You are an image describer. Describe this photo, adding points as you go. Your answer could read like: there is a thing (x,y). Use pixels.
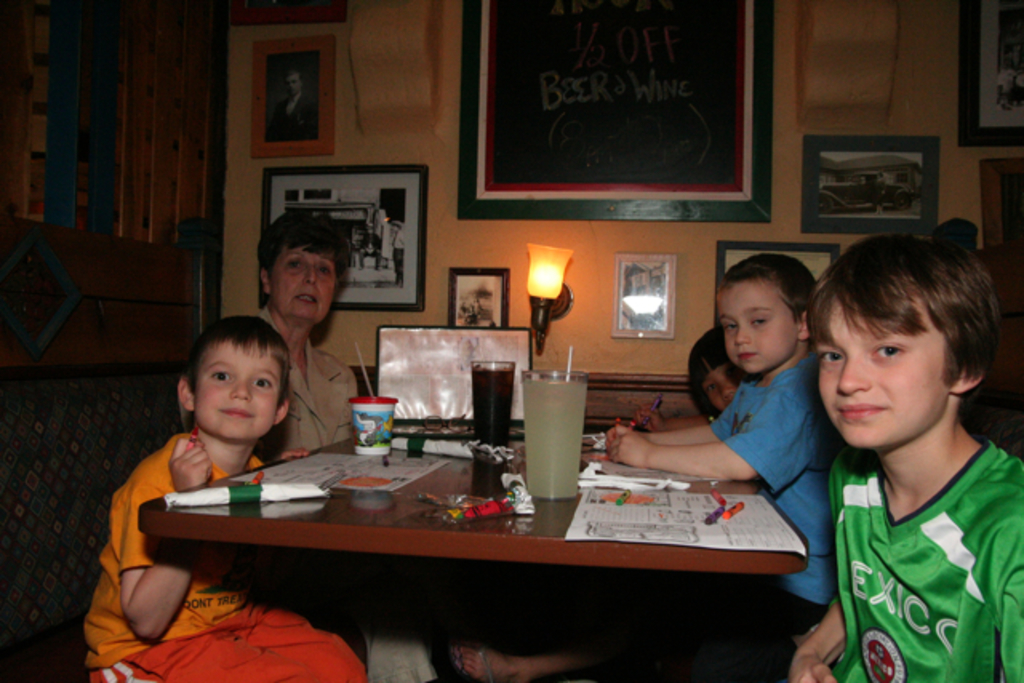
The image is taken in the room (569,307) in the center of the image (381,411). There is a table (364,492) and there are people (294,378) around the table (592,453). On the table (518,520) there are glasses (534,489), pens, papers (660,497) and a frame (421,384). In the background (656,109) there are wall frames (581,200) and a light (563,300) attached to the wall (850,111).
